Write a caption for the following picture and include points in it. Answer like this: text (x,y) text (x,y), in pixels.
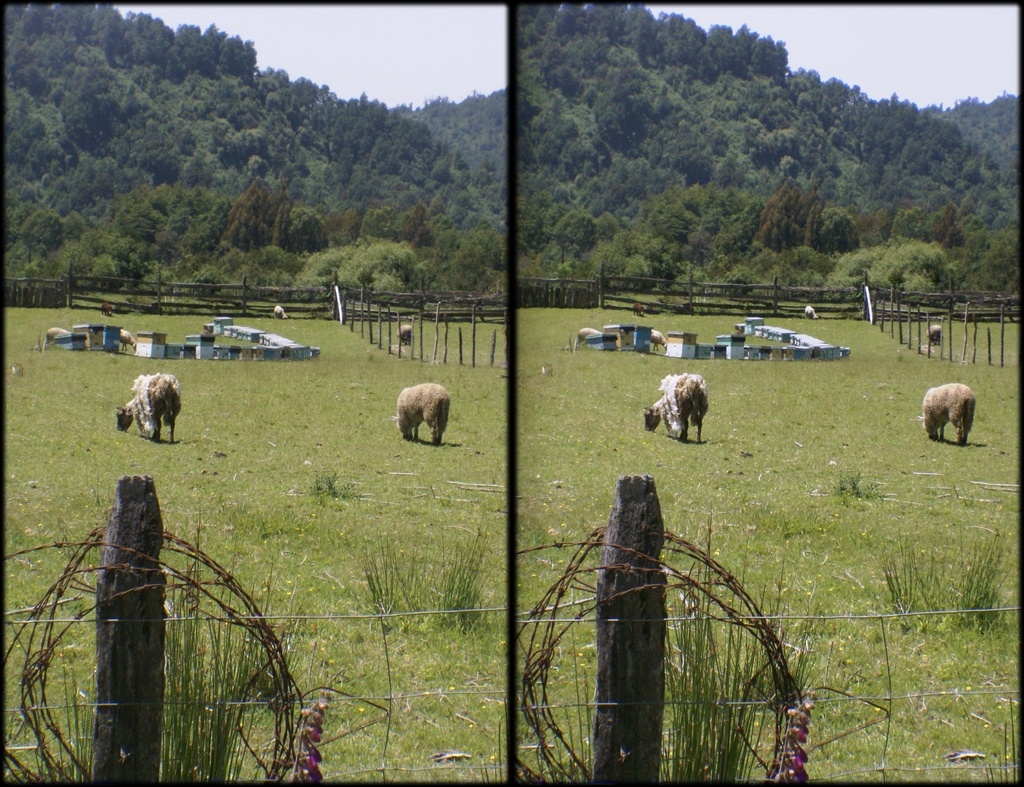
This is a collage image of two pictures in which we can see there is a pole (154,481) with some iron fence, sheeps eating grass (247,401) and so many boxes (226,355), wooden fence (355,293) and mountains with trees (1011,267).
